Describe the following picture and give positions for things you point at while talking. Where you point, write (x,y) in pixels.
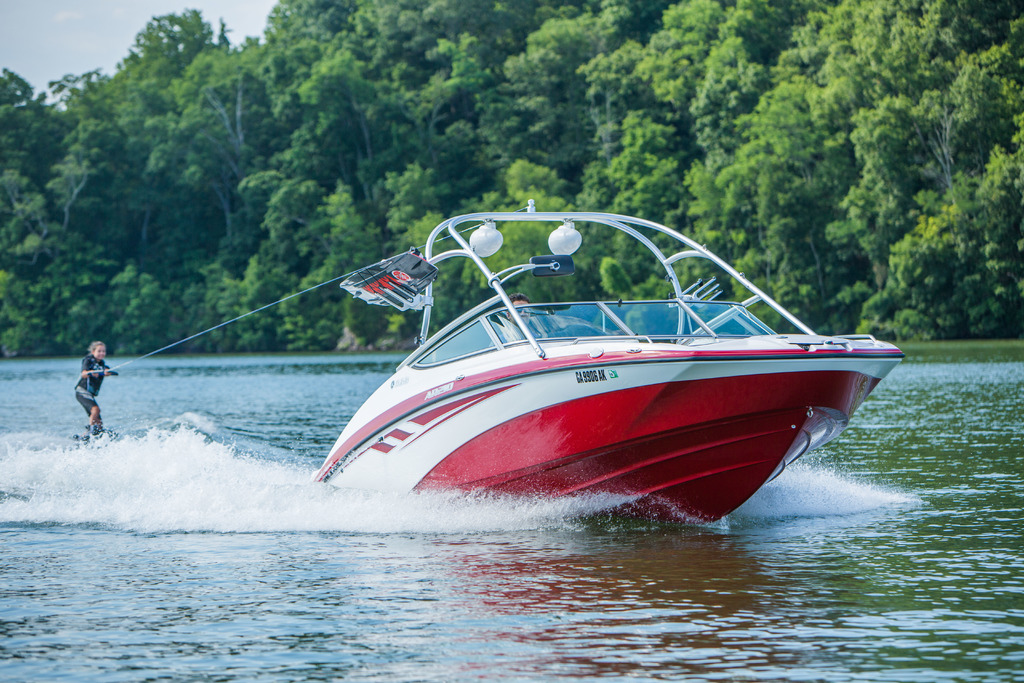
In this image there is a girl (89,376) who is surfing in the water (60,438) by holding the rope (328,281) which is tied to the boat (436,396). In the boat (531,322) there is a man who is riding it. In the background (411,121) there are trees (251,149). At the bottom (341,597) there is water (348,601).
